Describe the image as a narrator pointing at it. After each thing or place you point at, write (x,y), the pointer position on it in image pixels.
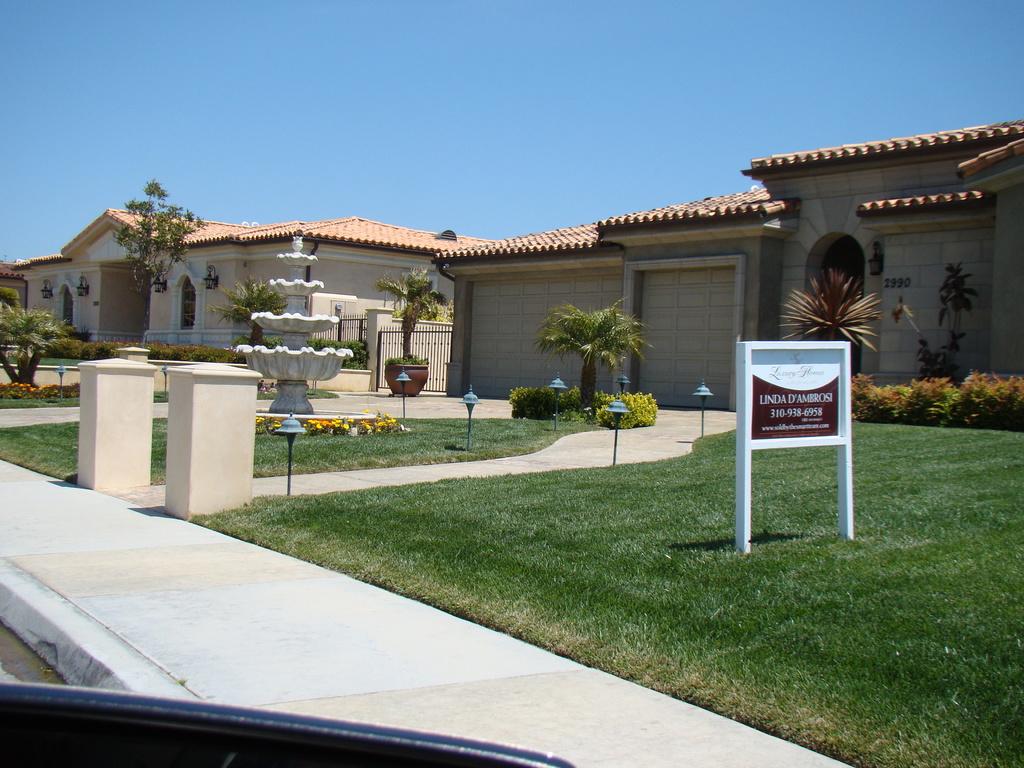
In this image we can see plants (522,390), trees (146,314) and grass (734,592). Also there are buildings (280,267). And there is a pot (396,378) with a plant (388,362). And there are small poles (181,410). And there is a board (755,433) with poles (848,498). On the board (800,406) something is written. In the background (511,137) there is sky (418,102). And there are small light poles (467,399). And there are walkways (26,414).
